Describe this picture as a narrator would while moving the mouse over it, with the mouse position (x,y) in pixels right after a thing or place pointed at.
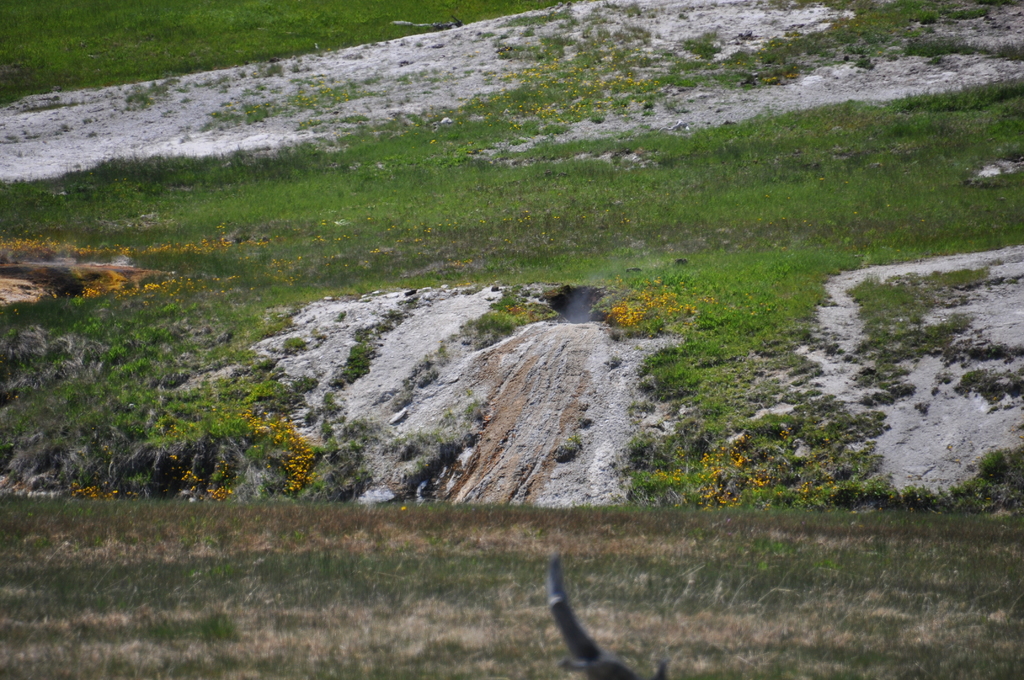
There is grass (388,165) on the hill (473,386). In the background (167,489), there are plants (283,434) which are having flowers (305,466), there are dry lands (523,409) and there's grass (322,43) on the ground (322,43).
